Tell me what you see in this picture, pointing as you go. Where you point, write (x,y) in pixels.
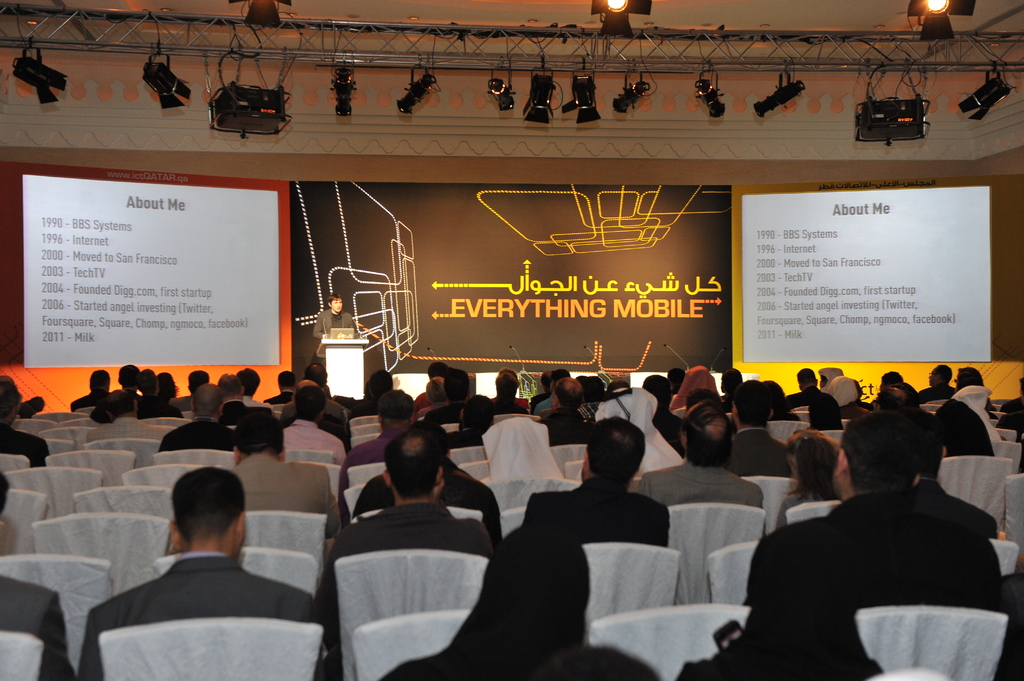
In this picture, there are group of people (487,540) sitting on the chairs (111,514). In the center (346,327), there is a person (331,310) standing behind the podium (354,365). Towards the left (107,252) and right, there are boards (959,280) with some text (857,317). In the background (483,215), there is a wall (717,321) with some text (674,285). On the top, there are lights (964,105). Most of the men (268,468) are wearing blazers (908,552).
